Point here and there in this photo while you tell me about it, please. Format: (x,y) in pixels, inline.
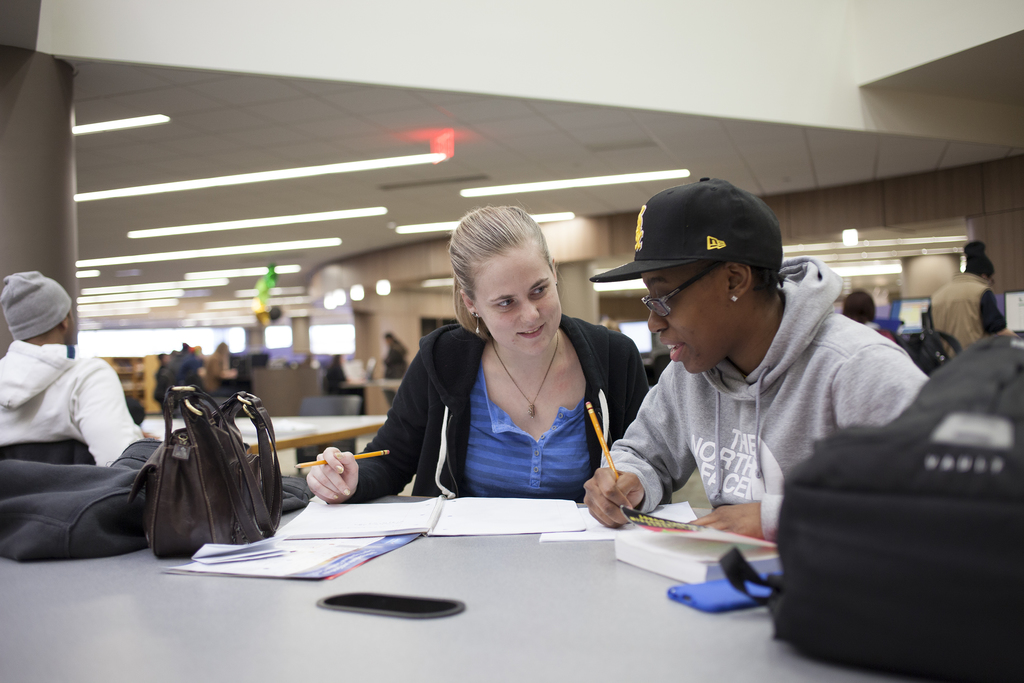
In this image we can see some group of persons (533,320) in the foreground of the image (490,516) there are two persons (555,447) sitting on chairs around table (464,564) holding pencils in their hands (327,495) there are some books (315,543), bags (781,581), mobile phone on table (669,600) and in the background of the image (304,307) there is wall (407,312), lights (197,187) and some other tables (379,399).
